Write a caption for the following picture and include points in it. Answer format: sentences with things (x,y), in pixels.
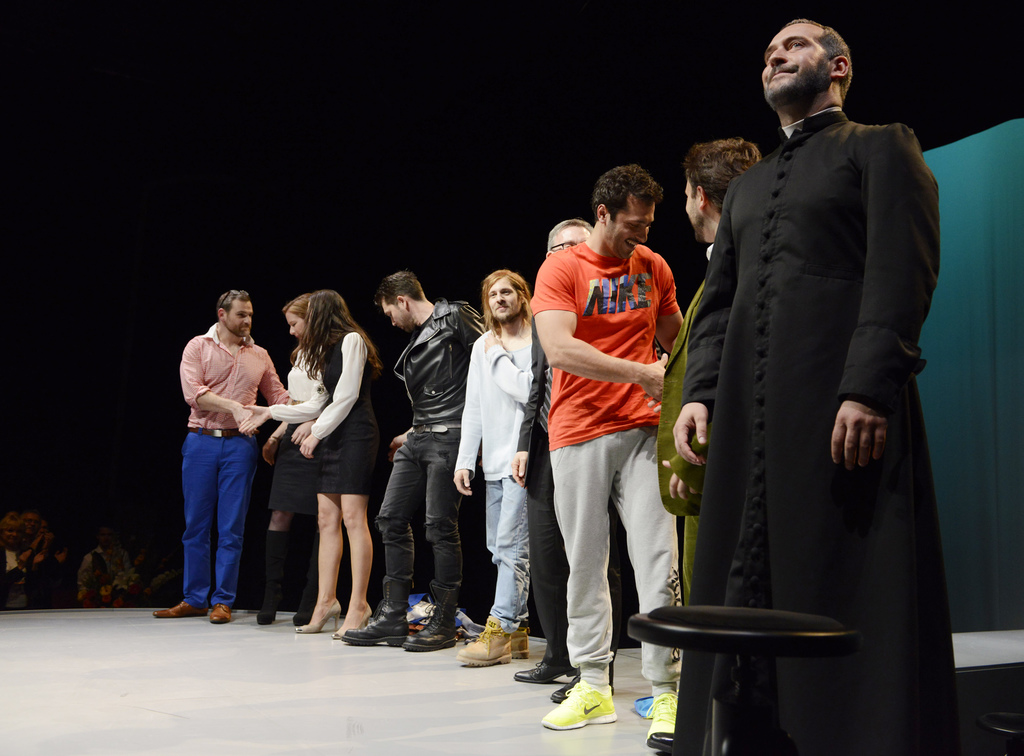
In this image, we can see a group of people (585,540) are standing. Few people (868,135) are smiling. Background (50,306) we can see a dark view. Here we can see few people (37,553). At the bottom (706,636), we can see some black color object (711,639).
